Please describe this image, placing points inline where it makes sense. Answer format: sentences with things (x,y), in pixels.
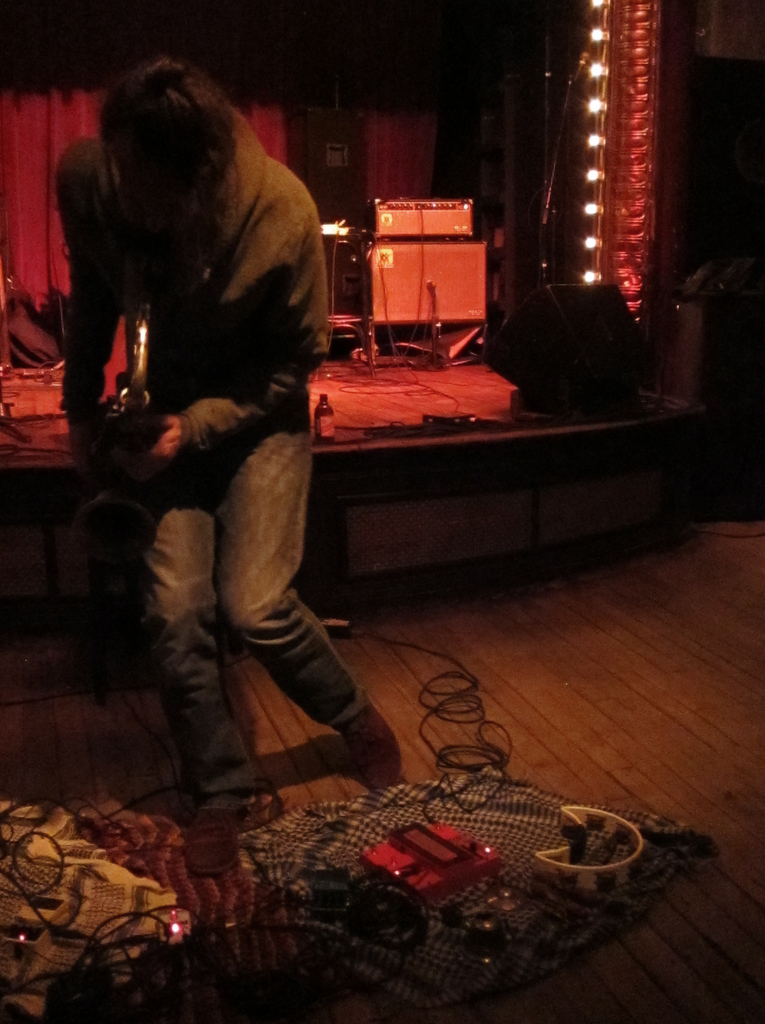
In this image there is a person (187,414) playing saxophone (133,453), in front of the person (290,643) there are some cables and some other objects (83,895) on the floor (513,721), behind the person (159,629) on the stage (385,439) there are some musical instruments (375,284), speakers (462,269) and some other objects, behind the stage (415,444) there is a curtain (416,132) and beside the stage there are lights (597,74) decorated on the wall (617,87).
